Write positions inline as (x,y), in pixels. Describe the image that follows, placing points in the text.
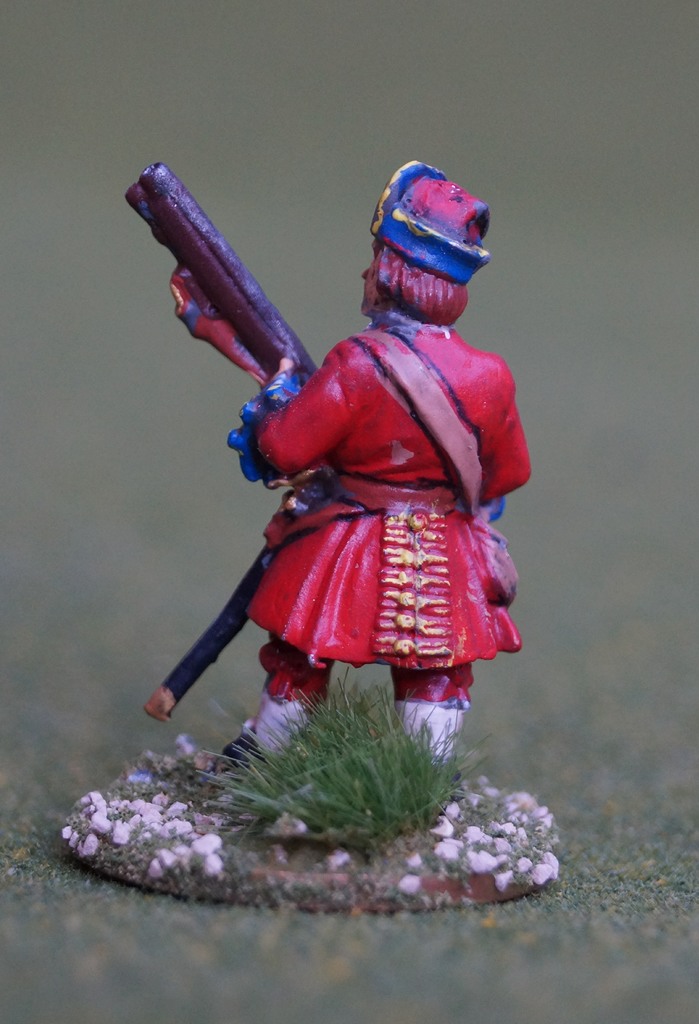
In this image there is a small sculpture of person (366,537) standing beside the grass (348,756) and small stones (520,801).
